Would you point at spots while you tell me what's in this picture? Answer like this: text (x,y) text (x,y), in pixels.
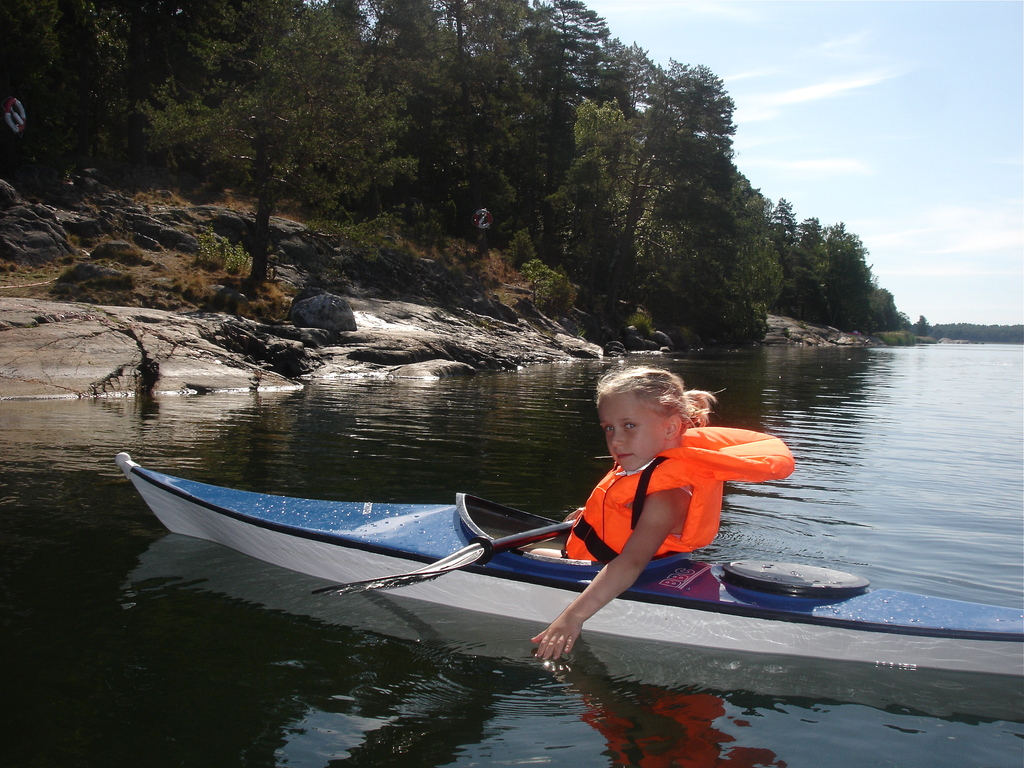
In this image I can see at the bottom (684,513) there is a girl (594,552) rowing the boat (522,607), she is wearing a life jacket (710,511). On the left side (236,149) there are trees (725,266), at the top (883,115) there is the sky (883,115).
